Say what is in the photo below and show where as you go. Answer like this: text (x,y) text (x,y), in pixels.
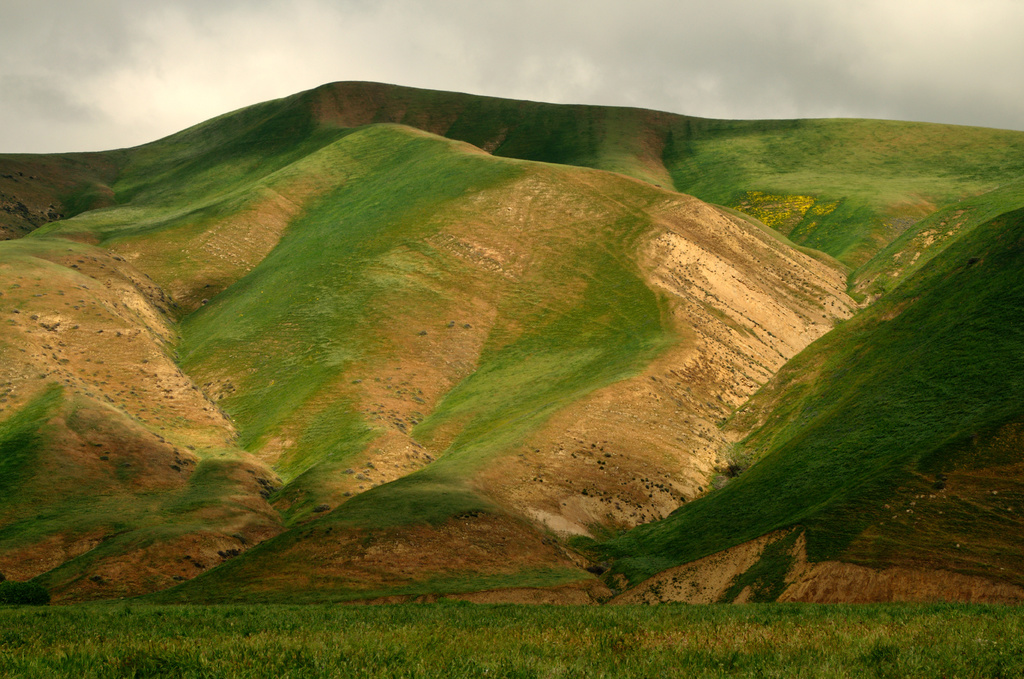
In the background (671,29) we can see the sky (742,46). In this picture we can see the hills (658,585) and the grass (926,302). At the bottom portion of the picture (632,660) it's full of greenery (430,641).
